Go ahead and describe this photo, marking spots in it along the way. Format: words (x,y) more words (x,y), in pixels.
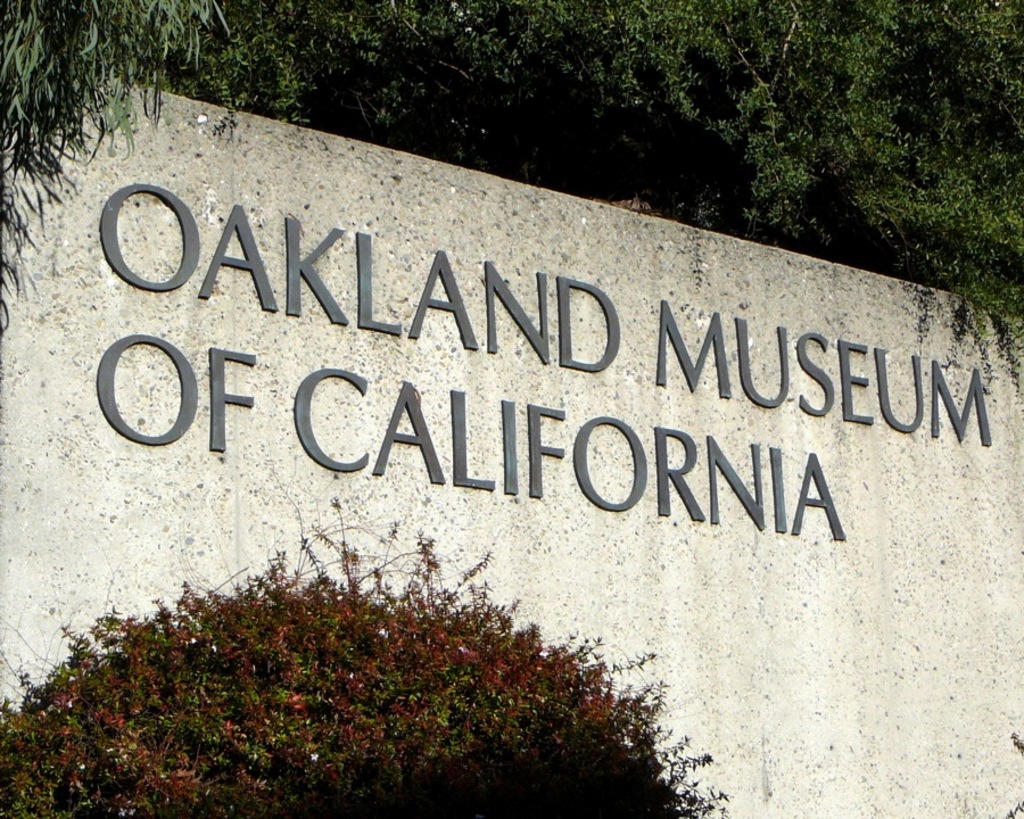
In the foreground of this image (434,788), there are plants (404,816) at the bottom (381,794). In the middle (352,448), there is text (638,461) on the stone (959,495). At the top (727,42), there is greenery (374,27).
